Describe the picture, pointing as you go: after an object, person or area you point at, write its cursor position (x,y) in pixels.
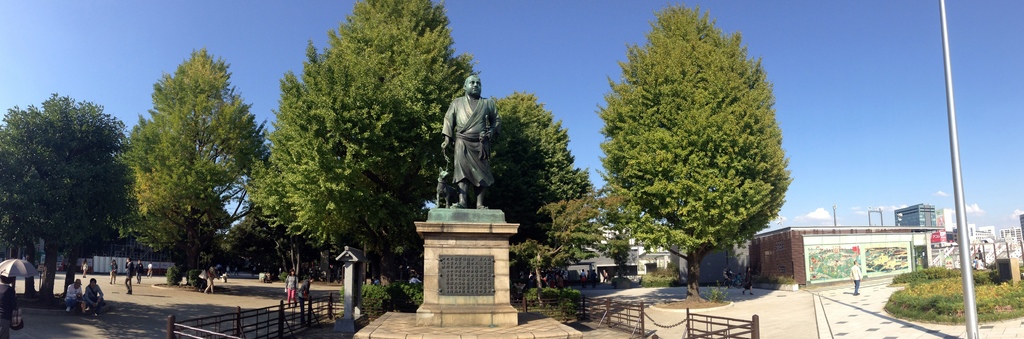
We can see sculpture (469,100) of person (460,164) and animal (437,178) on the platform (451,221). There are people (302,307) and we can see fence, pole (969,291), umbrella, trees (47,232) and plants (983,313). In the background (796,275) we can see buildings (907,216) and sky (849,89).
